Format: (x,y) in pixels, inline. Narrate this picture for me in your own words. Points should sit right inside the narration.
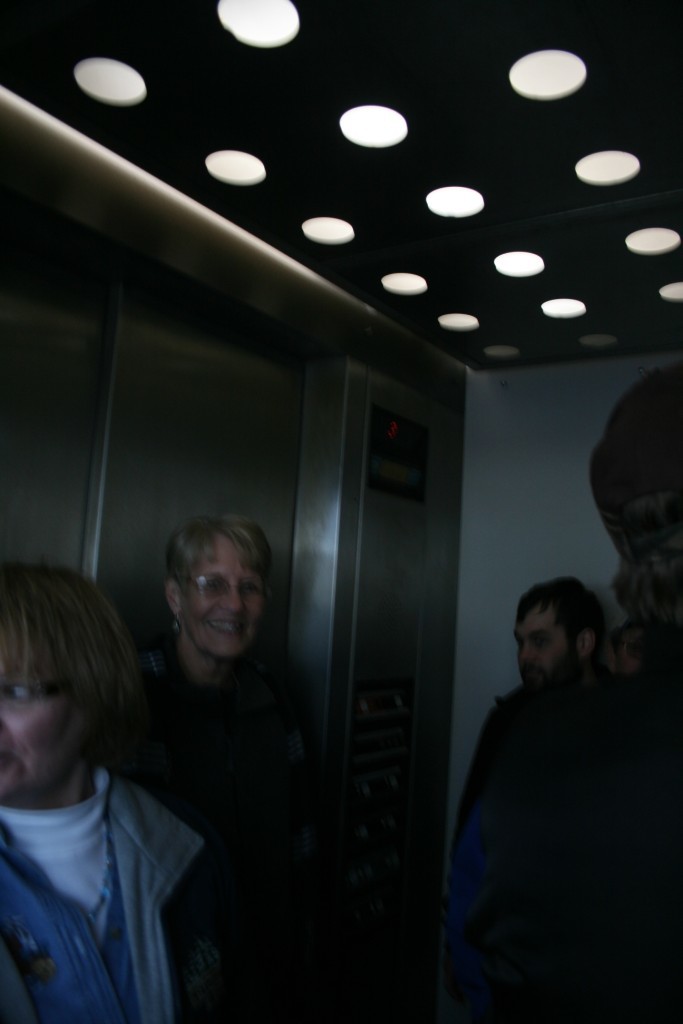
In this picture I can see a lift (288,657), in which there are few people (16,658) and I see number of lights (212,176) on top of this image (388,288). In the background (251,561) I can see a woman (212,617) who is smiling.
